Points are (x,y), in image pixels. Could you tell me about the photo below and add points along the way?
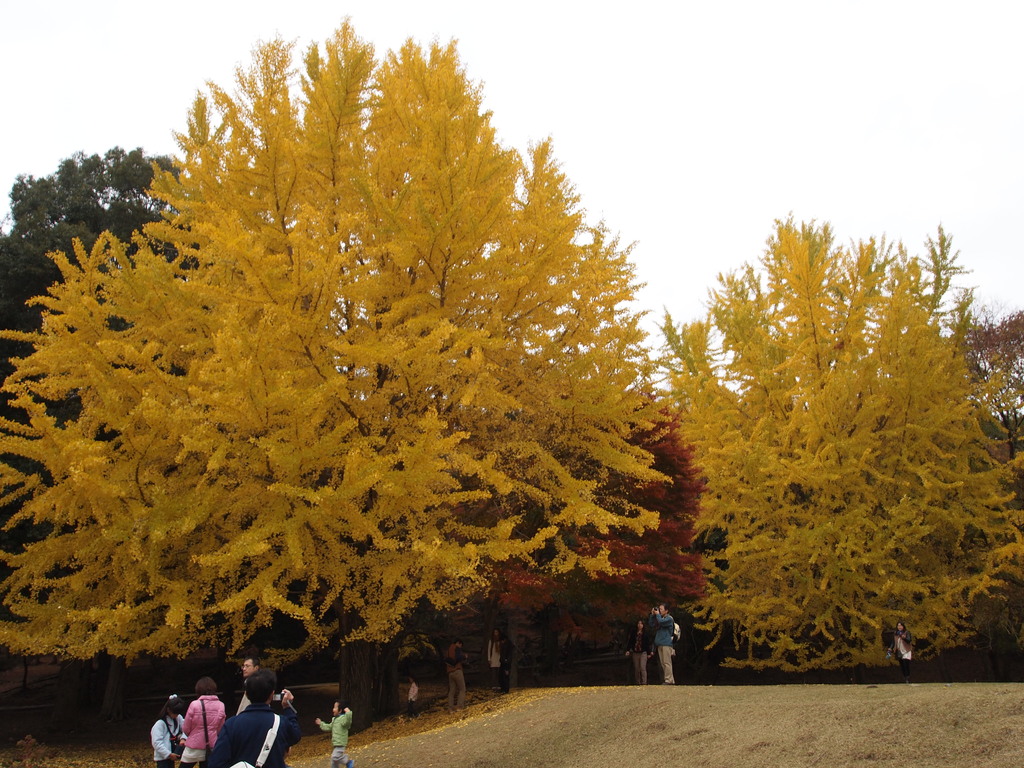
This picture describes about group of people (333,720), and we can see few trees (430,292).
